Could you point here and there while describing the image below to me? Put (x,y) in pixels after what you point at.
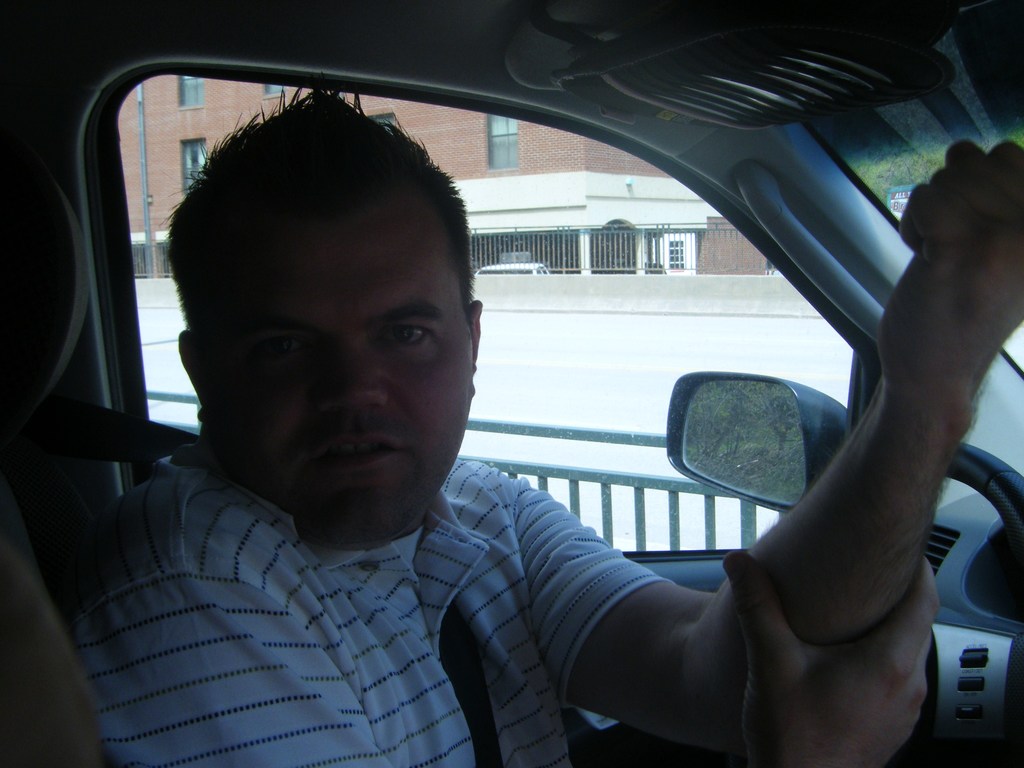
In this picture we can see a man (379,531) inside the vehicle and holding his own hand (823,681), in the background (590,254) we can see metal gates (585,247), one building (534,169) and windows (505,145).
